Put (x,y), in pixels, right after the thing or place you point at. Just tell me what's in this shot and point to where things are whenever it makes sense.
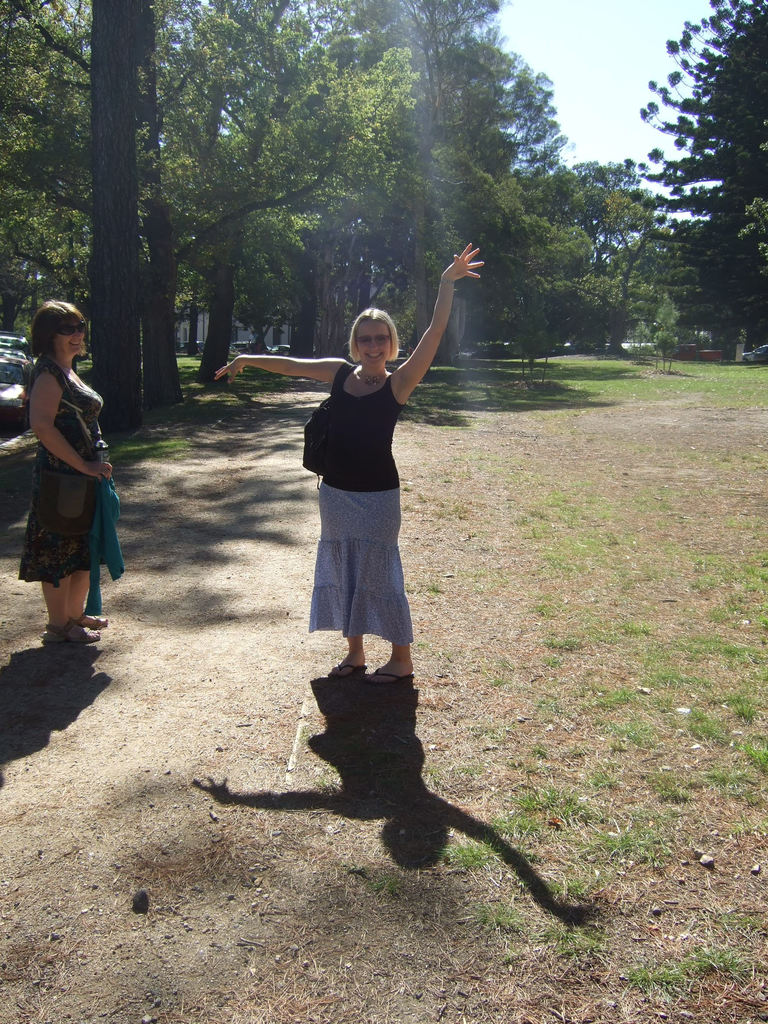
At the left corner of the image (71,419) there is a lady (70,416). Beside her in the middle of the ground (431,908) there is a lady (350,470) with black top (355,450) is standing. In front of her on the ground (397,761) there is a shadow (397,761). In the background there are many trees (402,282).
